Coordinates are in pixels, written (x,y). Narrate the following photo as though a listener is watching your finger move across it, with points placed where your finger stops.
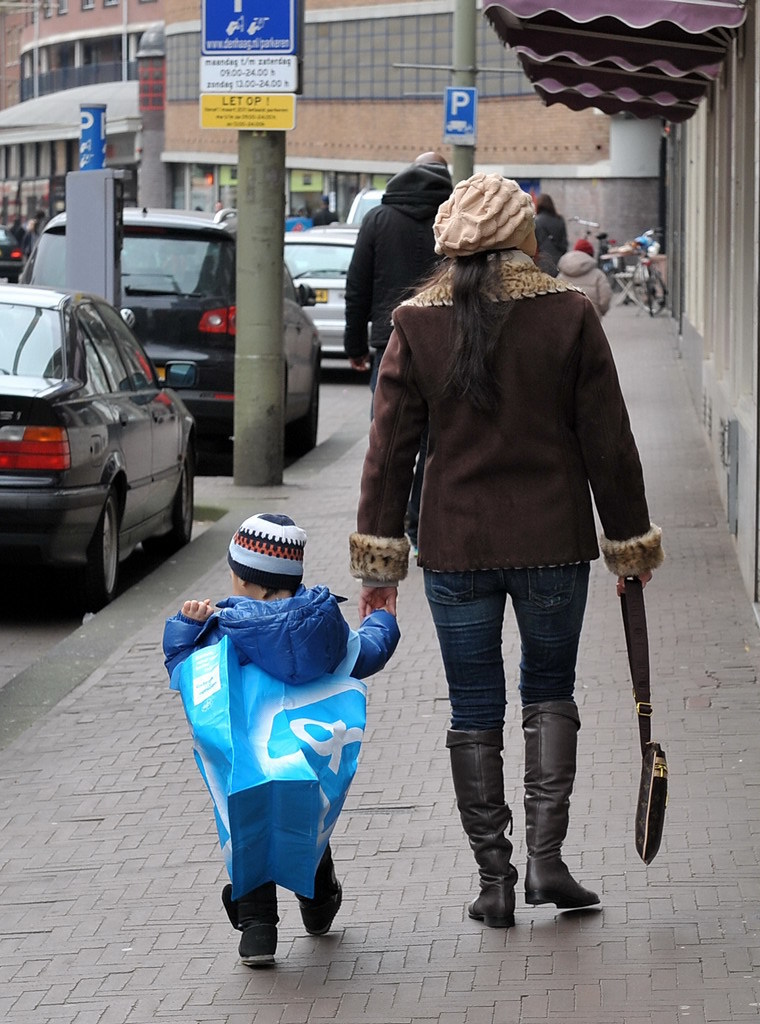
In this picture we can see there are groups of people (437,543) on the walkway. On the left side of the people (413,389), there are vehicles (194,239) and there are poles (244,142) with boards (252,25). In front of the vehicles (45,233), there are buildings (402,74). In front of the people (533,470), there is a bicycle (661,295) and some objects (621,257).
